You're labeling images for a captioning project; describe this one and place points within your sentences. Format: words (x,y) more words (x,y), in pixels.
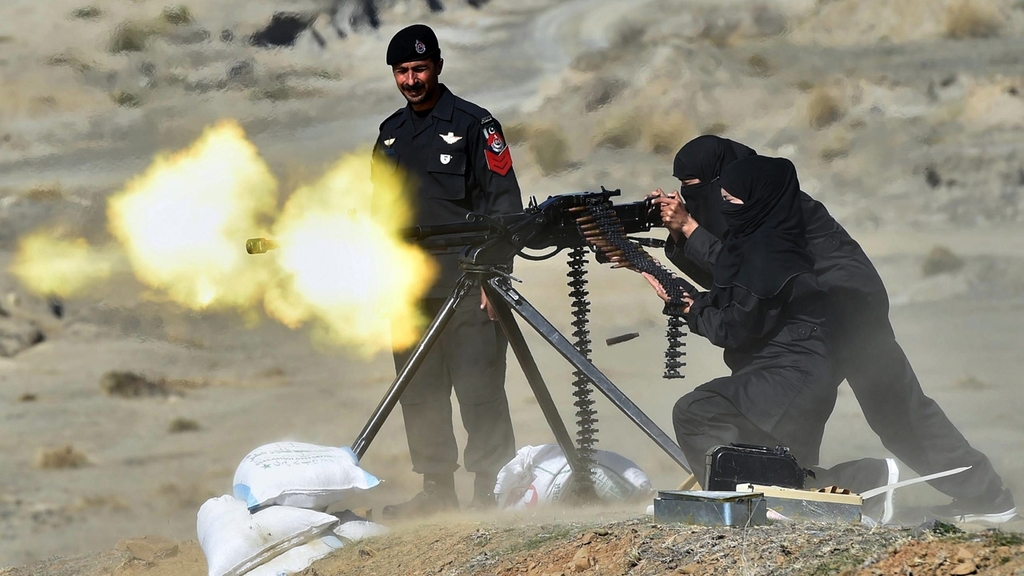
In this image we can see three persons (449,288) wearing black color dress (485,341), two are holding gun (476,251) in their hands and we can see some fire (213,305), cover bags (300,513) on floor (479,523) and in the background of the image (231,348) there is hill (799,47).
